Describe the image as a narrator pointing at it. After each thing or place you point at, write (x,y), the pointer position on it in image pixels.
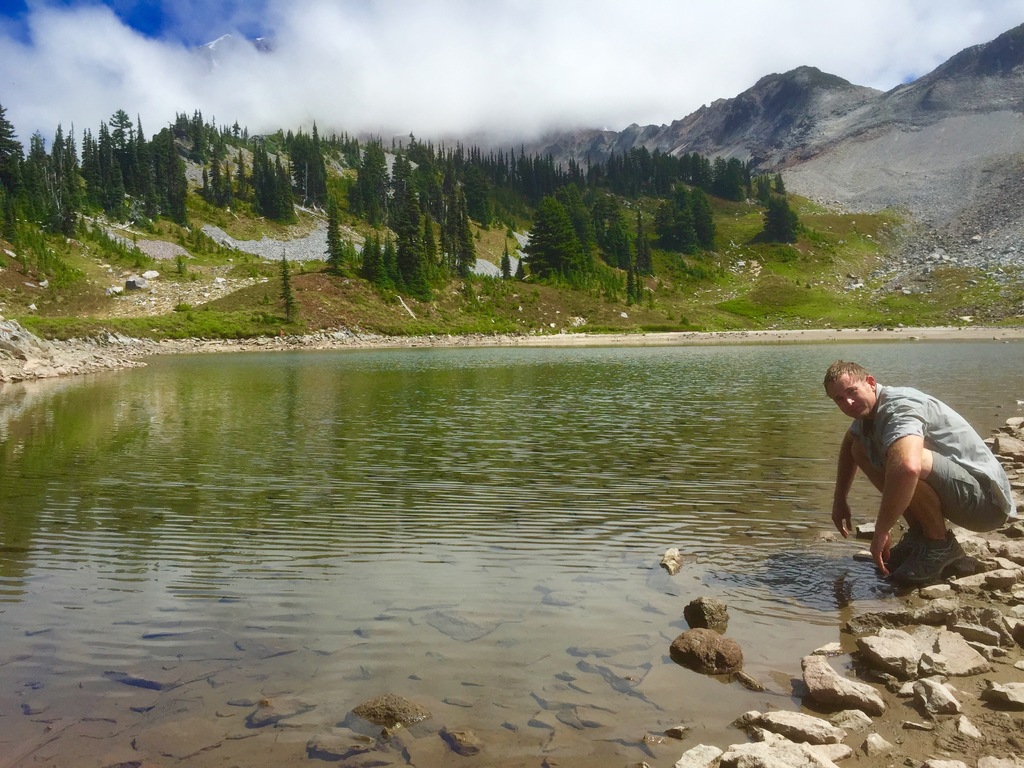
In the foreground of the picture (623,451) there are stones (840,718), water body (449,399) and a person (938,491) near the water body (309,374). In the center of the picture (579,282) there are trees (45,203), stones (998,277), rocks (899,179) and other objects (802,293). In the background (710,119) there are mountains (226,51). Sky (346,99) is cloudy.
